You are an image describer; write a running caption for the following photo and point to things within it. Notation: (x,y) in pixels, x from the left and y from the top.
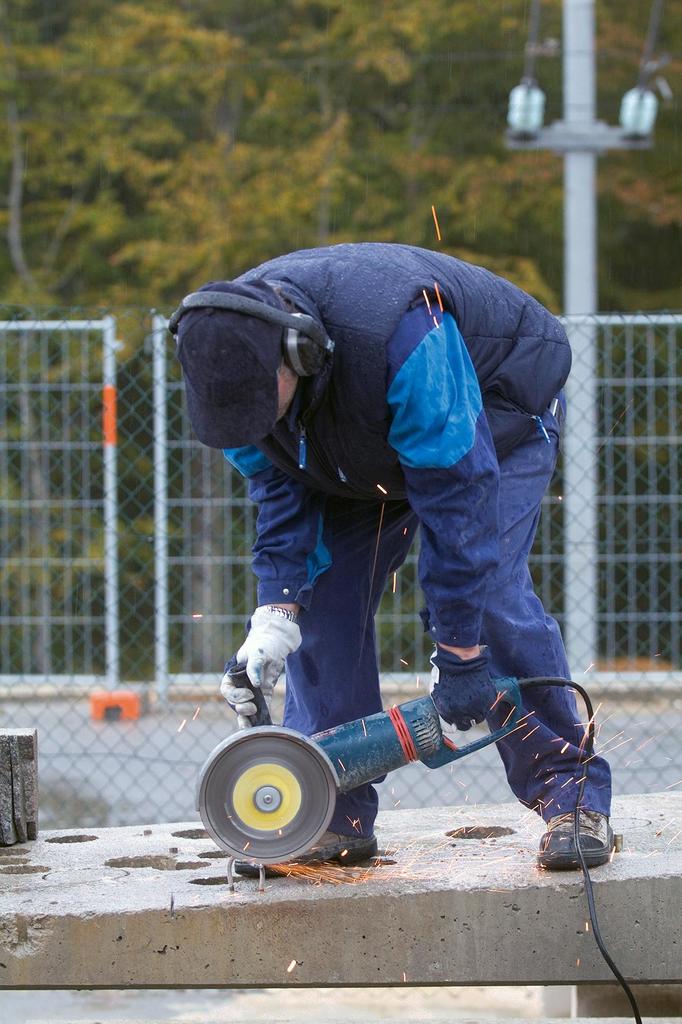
This image consists of a man (488,489) wearing a blue dress (456,517) and a blue jacket (359,426). He is also wearing headset (255,308) and holding a cutting machine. He is cutting a metal part (230,881). At the bottom (407,950), there is a concrete slab (431,962). In the background (612,455), there is a fencing (31,482) along with trees (526,159) and a pole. In the middle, there is a road (175,809).
